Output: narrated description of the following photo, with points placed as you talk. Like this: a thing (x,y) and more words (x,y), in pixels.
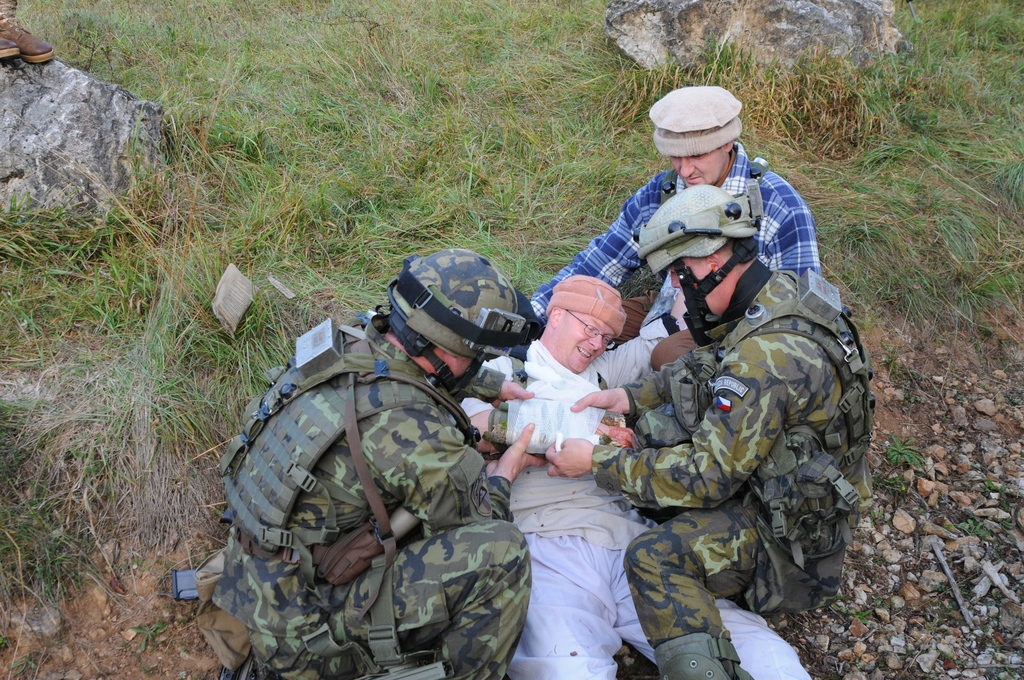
As we can see in the image there are few people (489,431) over here, grass (318,220) and rocks (784,18).
